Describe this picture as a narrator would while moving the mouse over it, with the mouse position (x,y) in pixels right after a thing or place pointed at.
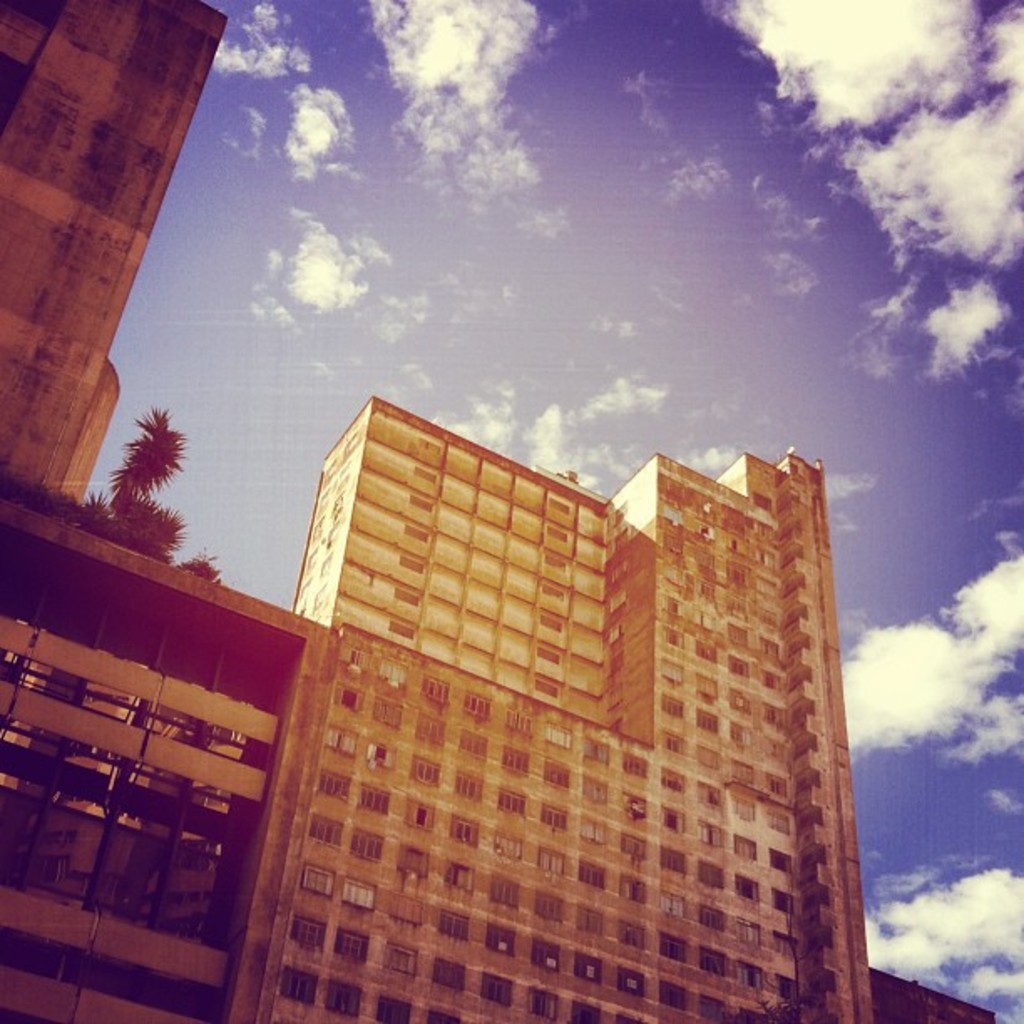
In this picture there is skyscraper (527,645) in the center of the image (369,539).
